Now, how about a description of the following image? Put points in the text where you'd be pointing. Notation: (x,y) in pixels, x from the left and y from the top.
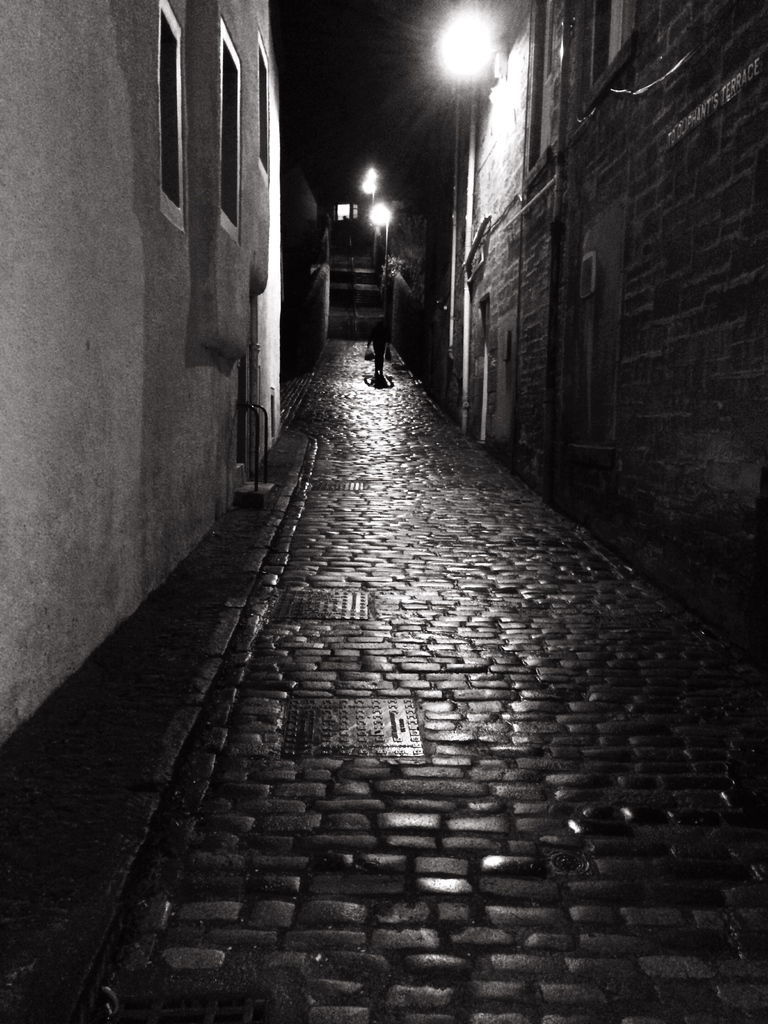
At the bottom (401,715) we can see the road (484,761). To either side of the road (380,406) there are buildings (61,263), windows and other objects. In the background (373,337) a person (377,347) is standing by holding objects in the hands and there are lights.
